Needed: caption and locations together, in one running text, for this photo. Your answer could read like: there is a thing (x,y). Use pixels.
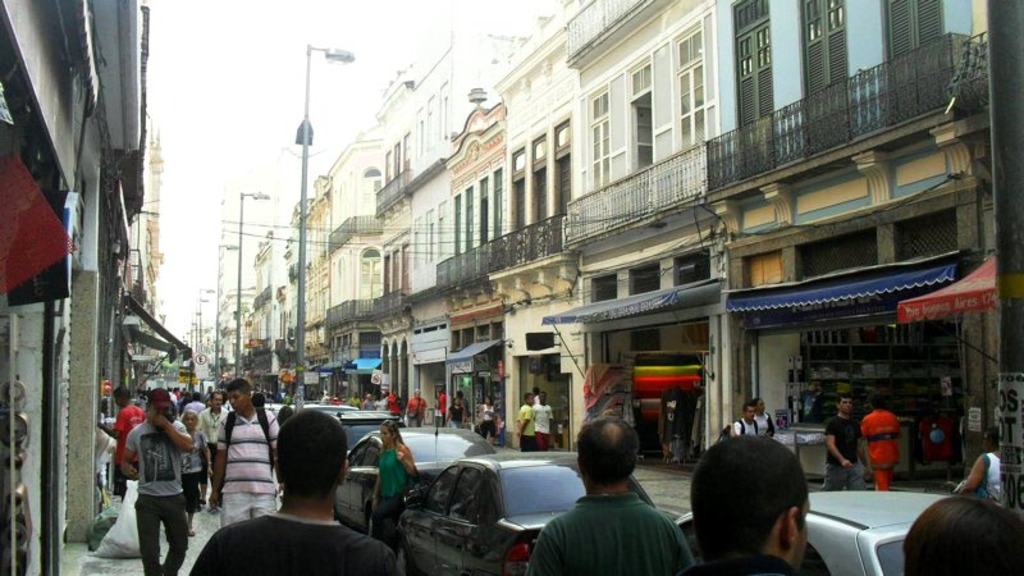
There are people (536,418) and vehicles (447,478) at the bottom side of the image (546,478) and stalls (483,362), posters (444,353), poles (265,197), buildings (418,276) and sky (321,135) in the background area (444,265), it seems like the road side view.
